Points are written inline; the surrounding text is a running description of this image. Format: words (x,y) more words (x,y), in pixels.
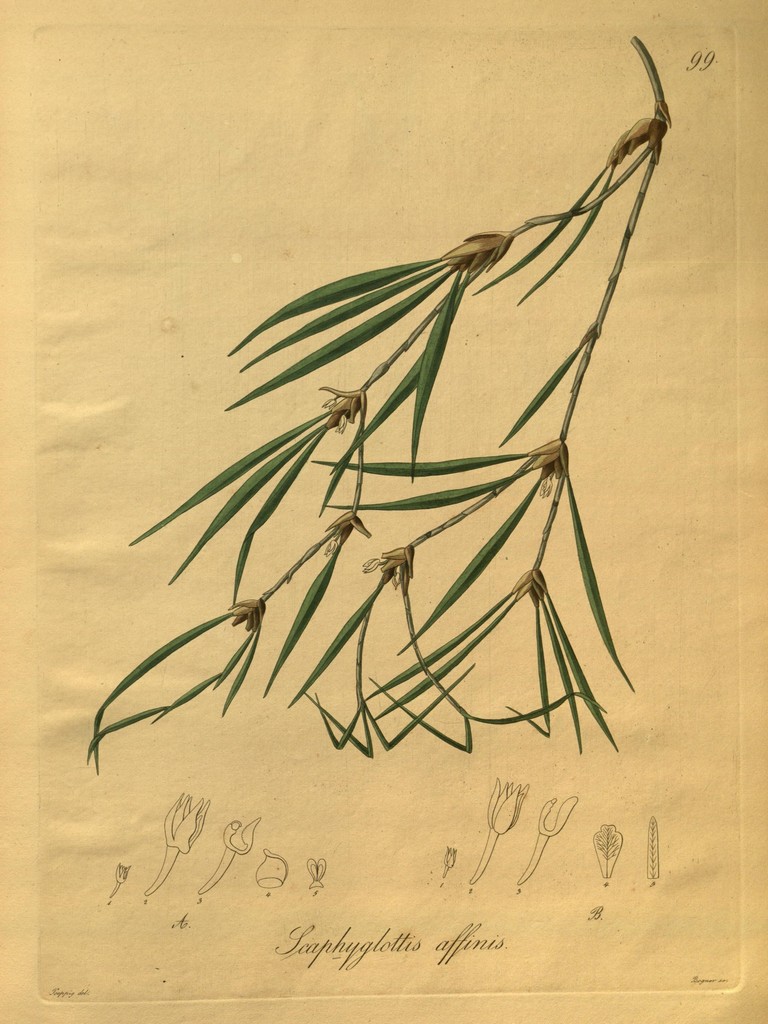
In this image we can see paper (247,861). On the paper (247,861) we can see drawing (556,467) of grass (423,503). Also there is text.
